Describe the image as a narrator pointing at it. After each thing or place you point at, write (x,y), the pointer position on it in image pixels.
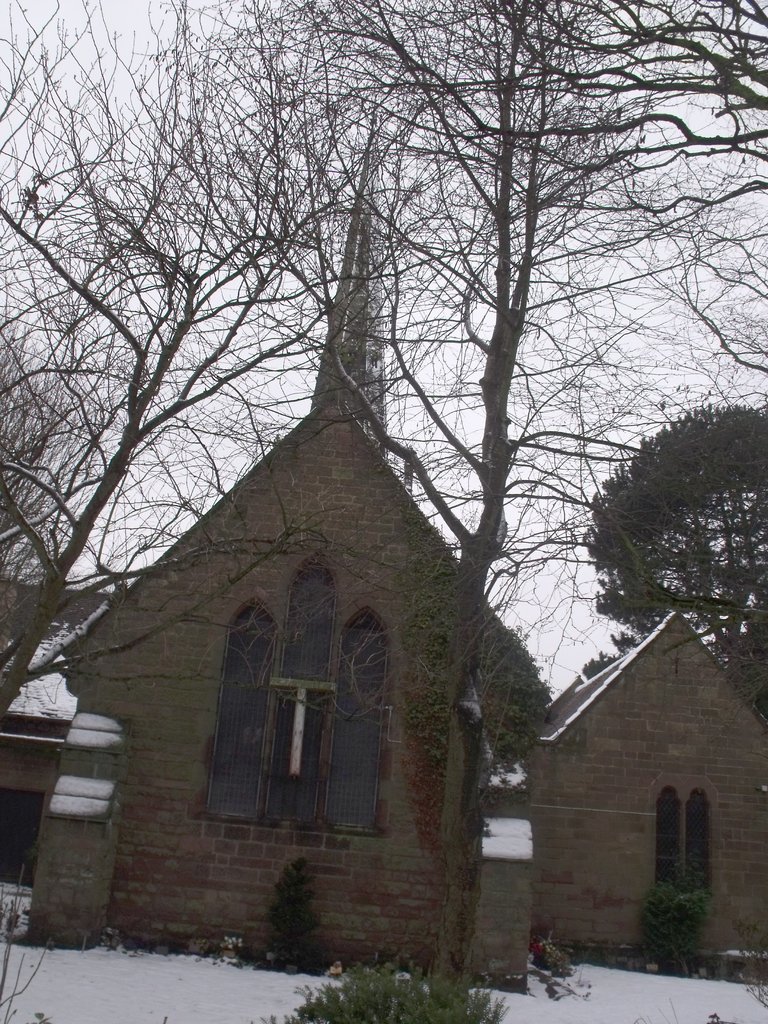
In this image we can see there are houses (304,737) and snow (201,966). And there are trees (510,146) and the sky (603,615).
